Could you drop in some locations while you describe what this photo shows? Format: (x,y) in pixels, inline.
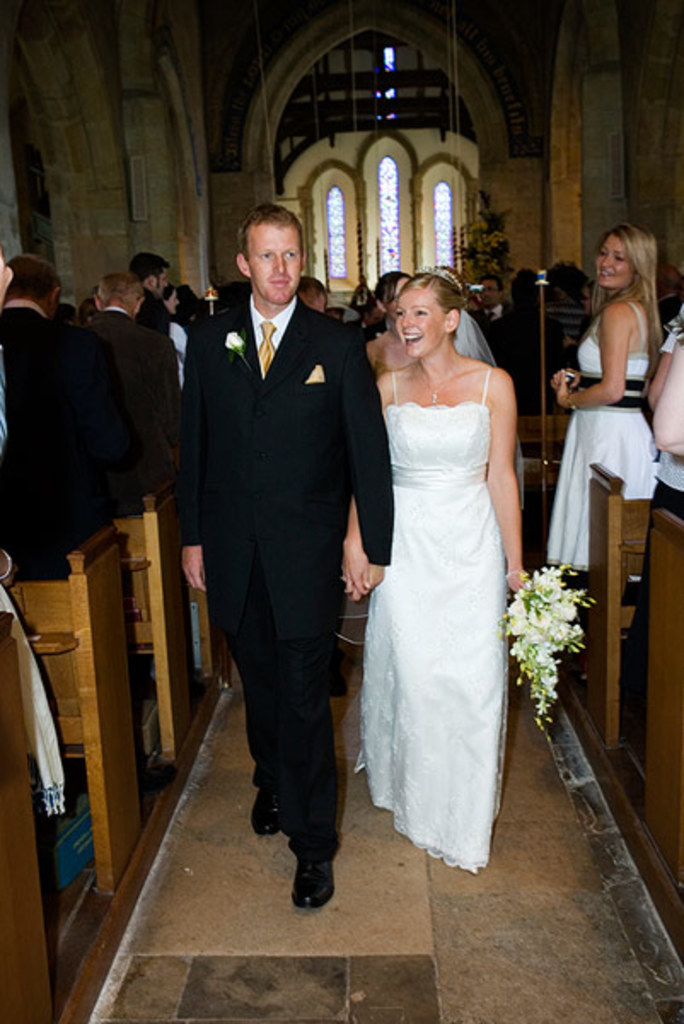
In this image I can see bride (427,486) and groom (227,608) walking in the center (277,652). The bride (465,760) is holding a flower bouquet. People (75,397) are standing on the either sides and there are benches (676,559). There is a plant (488,230) at the back (476,261).
